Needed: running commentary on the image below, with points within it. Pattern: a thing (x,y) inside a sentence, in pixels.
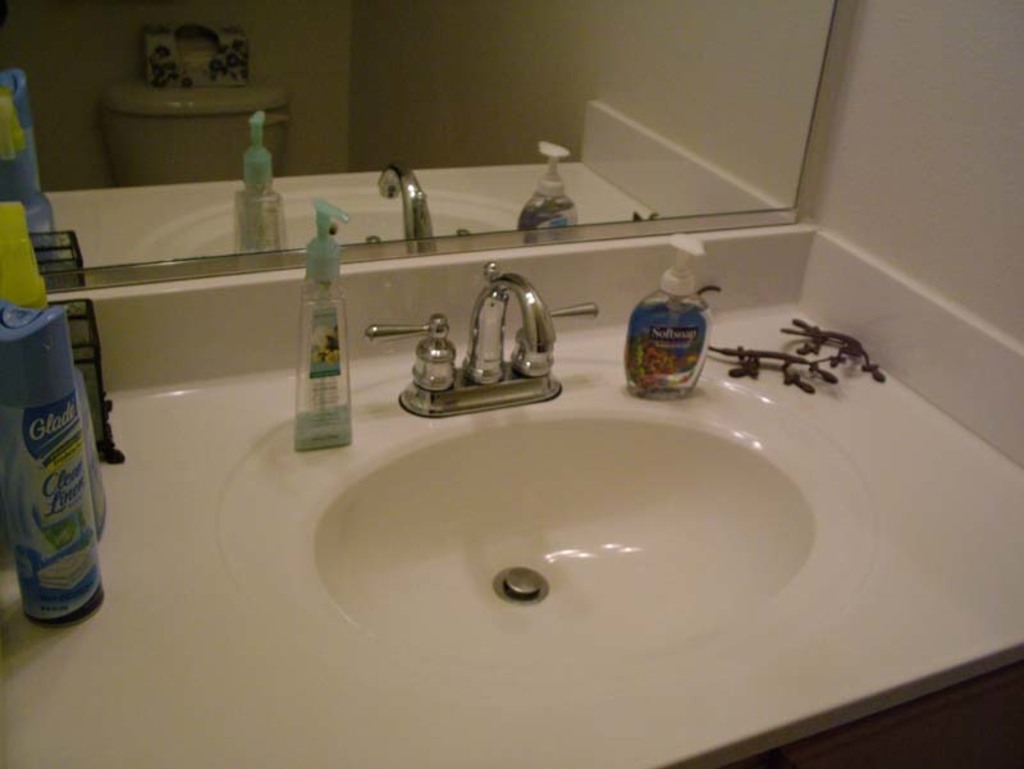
In this image, we can see bottles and some objects (805,329) on the sink (220,486) and in the background (349,67), there is a mirror (706,81) and a wall (864,103).
